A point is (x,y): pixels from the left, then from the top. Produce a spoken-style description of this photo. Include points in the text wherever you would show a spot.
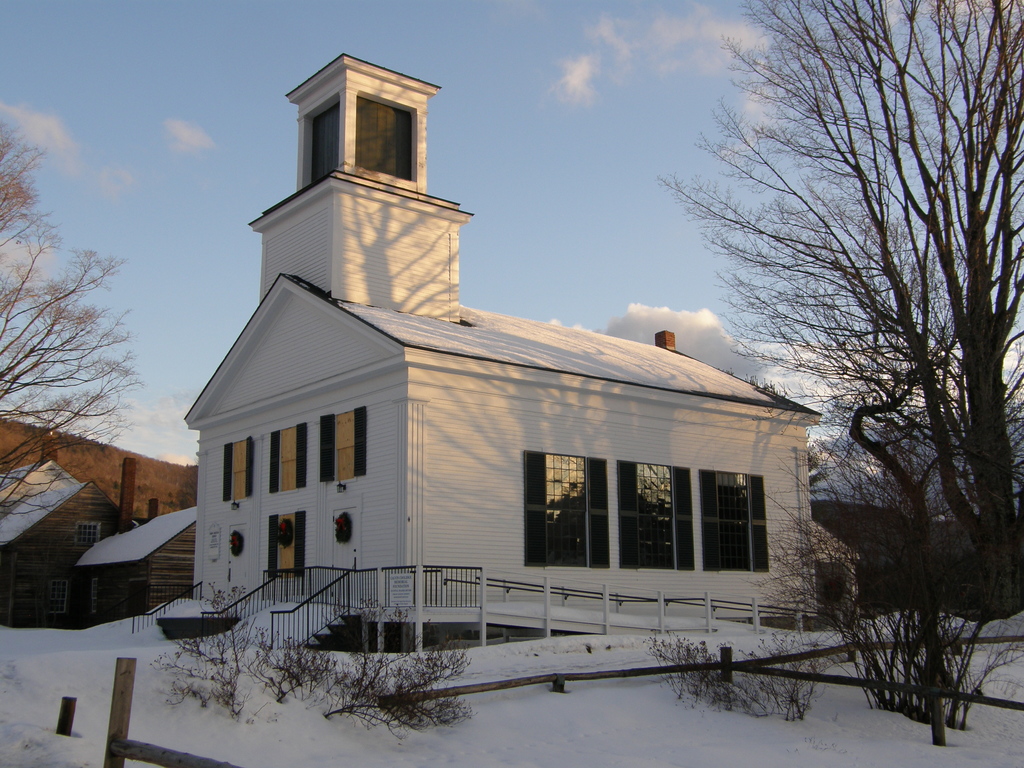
In this picture I can see snow (507,645), there are plants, iron grilles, trees (1003,549), houses (534,522), and in the background (594,235) there is sky (467,158).
